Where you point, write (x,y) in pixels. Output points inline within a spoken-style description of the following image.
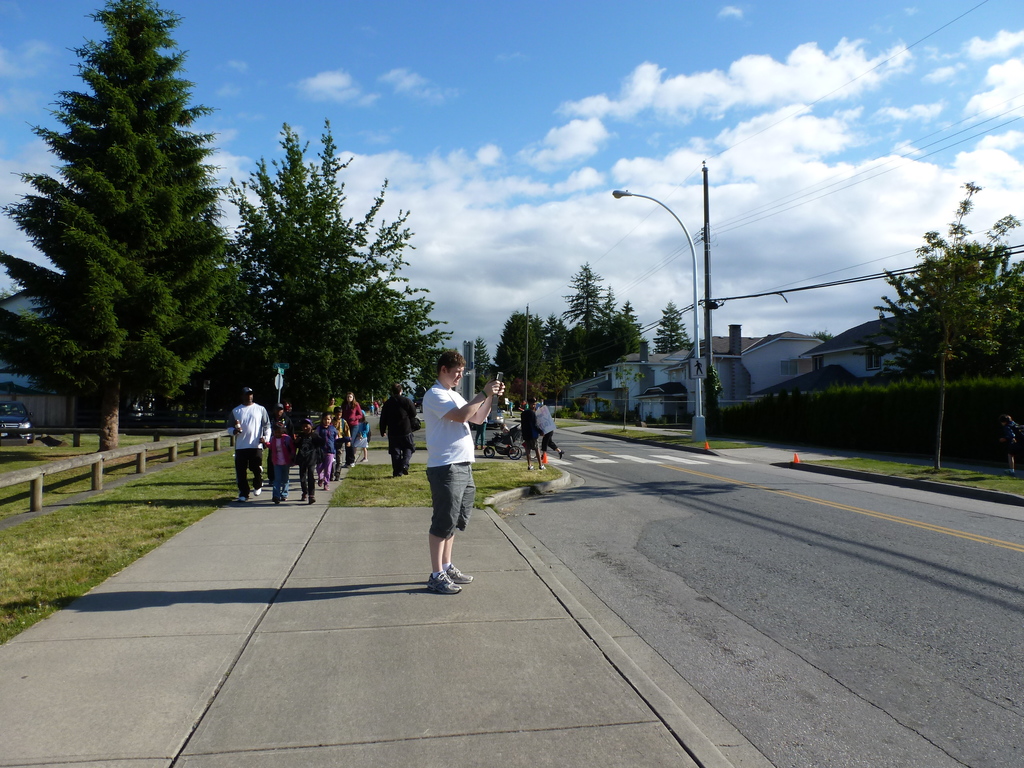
In this image we can see a road (814,564) and pavement (485,640). On the pavement (353,660) children (339,445), men (246,457) and women (358,423) are walking. Background of the image (632,382) trees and houses (826,353) are present. Right side of the image (698,349) street light (695,267), pole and electric wires (835,271) are there. The sky (833,139) is in blue color with clouds (488,241).
